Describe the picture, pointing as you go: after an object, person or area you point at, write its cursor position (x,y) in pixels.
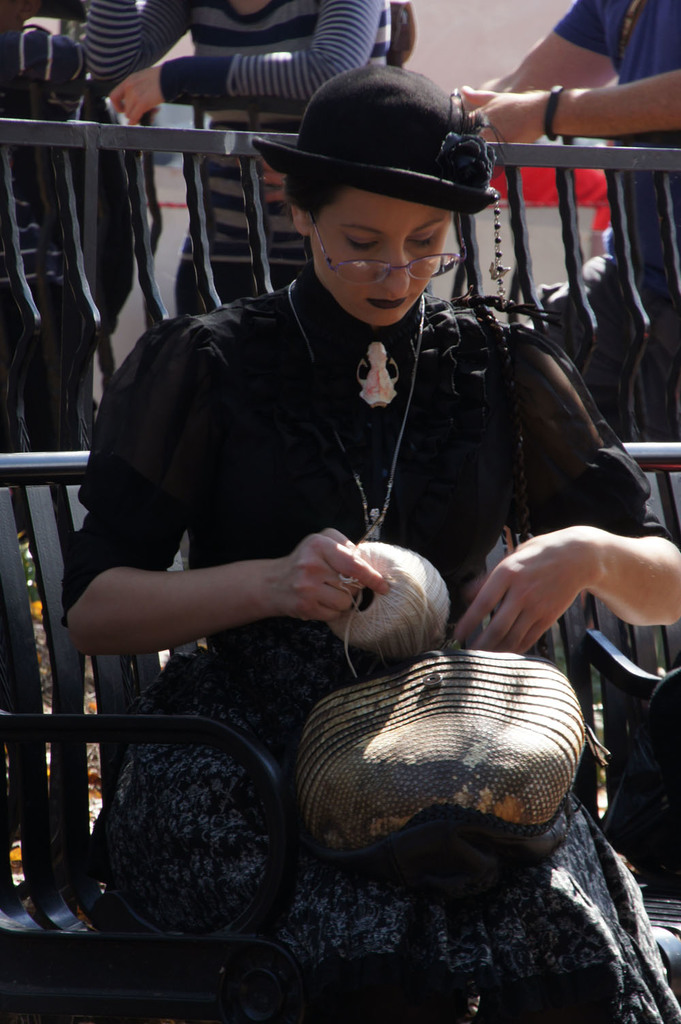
In the image there is a woman (221,326) sitting on a bench (279,846) and doing some work, she is wearing black dress (367,411) and black hat (380,176). Behind the woman (407,284) there is a fence (6,183) and behind the fence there are three people (384,3) standing beside the fence (254,102).
